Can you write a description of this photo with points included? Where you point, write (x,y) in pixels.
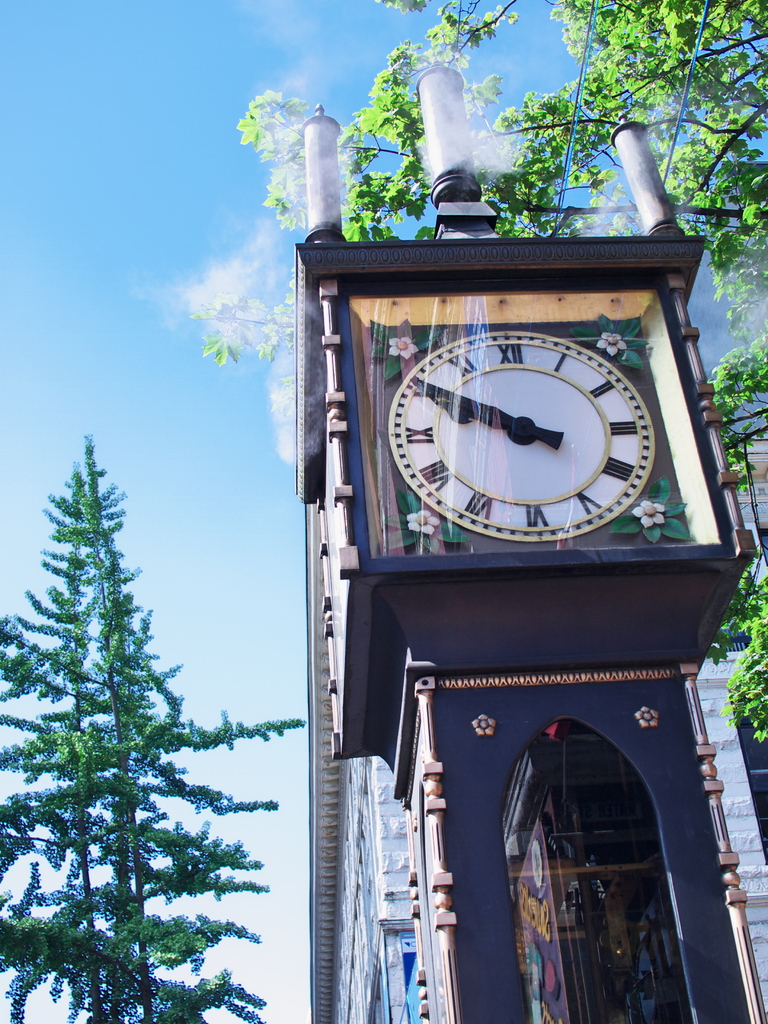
In this picture we can see a clock (733,991) on the building (728,733). There are trees (2,944) on the right (555,172) and left side of the image (15,724). Sky (297,14) is blue in color.
